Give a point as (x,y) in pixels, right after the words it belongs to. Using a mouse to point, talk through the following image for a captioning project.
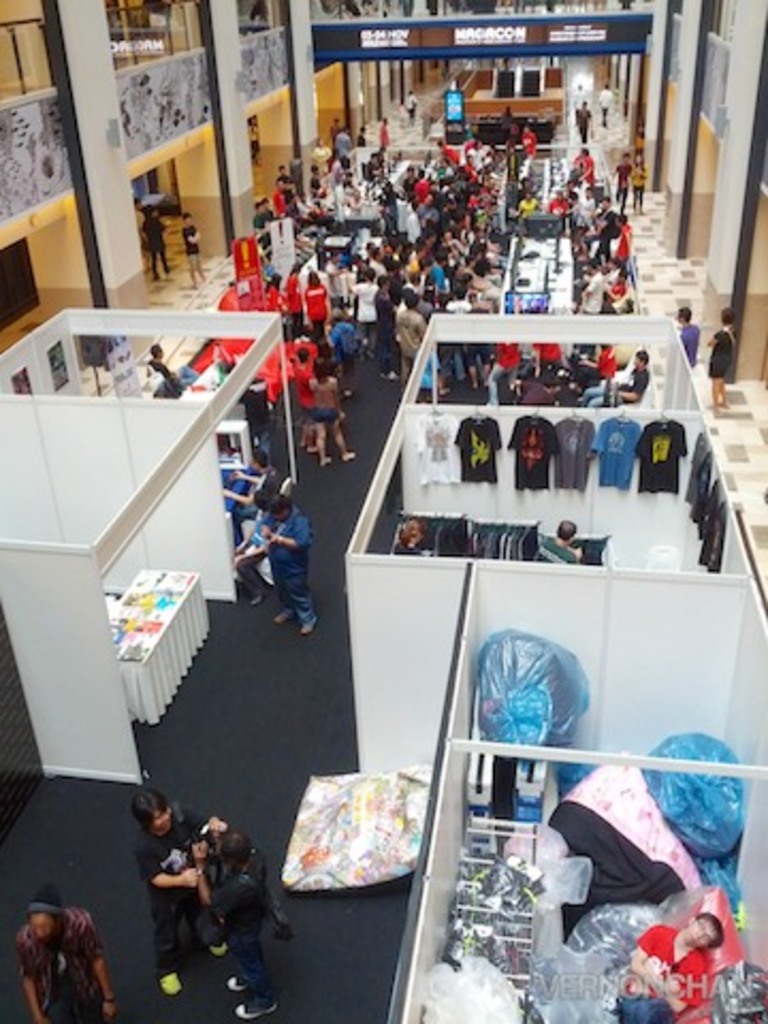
In the image there are many stores (452,755) and also there are many people (313,273) standing on the floor (316,476). In the background (43,191) there are pillars (84,0) and walls (713,157) with posters (341,49).
